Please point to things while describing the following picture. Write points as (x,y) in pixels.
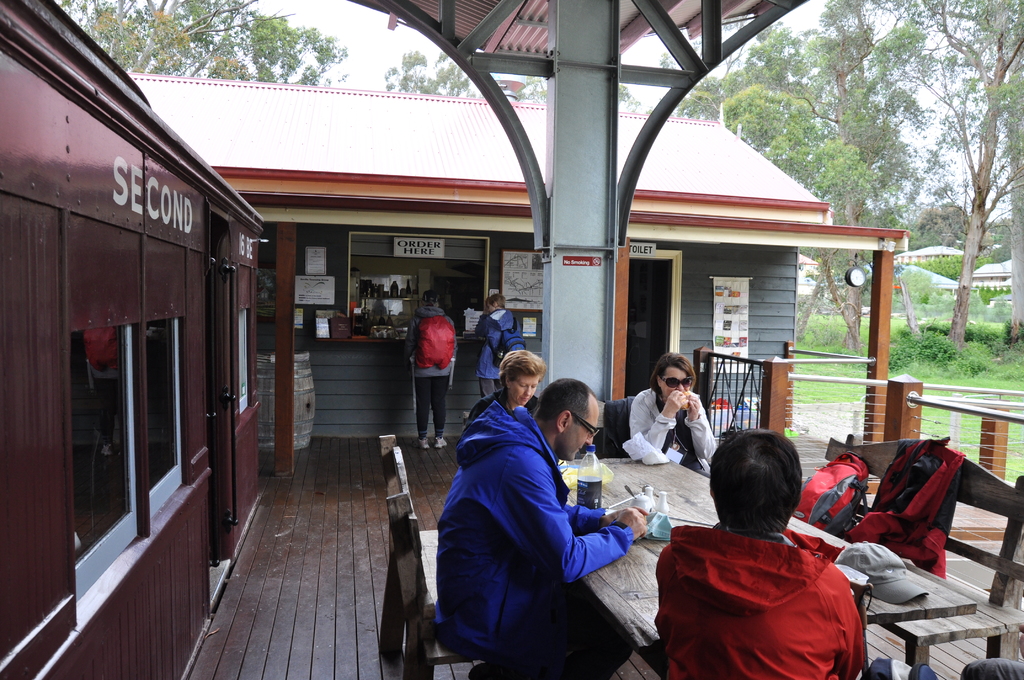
In this image we can see some people (624,534) sitting in the middle of the image (527,396) and there is a table (661,581) and on the table (652,552) we can see some objects (650,532) and to the side we can see bags (861,491) on the chair (998,559). We can see a house (313,206) which looks like a restaurant (370,344) and there some boards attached to the wall (344,270) and there are two people (437,376) standing near the restaurant (782,264). We can see some trees (786,129) and houses (809,291) in the background (984,238).
